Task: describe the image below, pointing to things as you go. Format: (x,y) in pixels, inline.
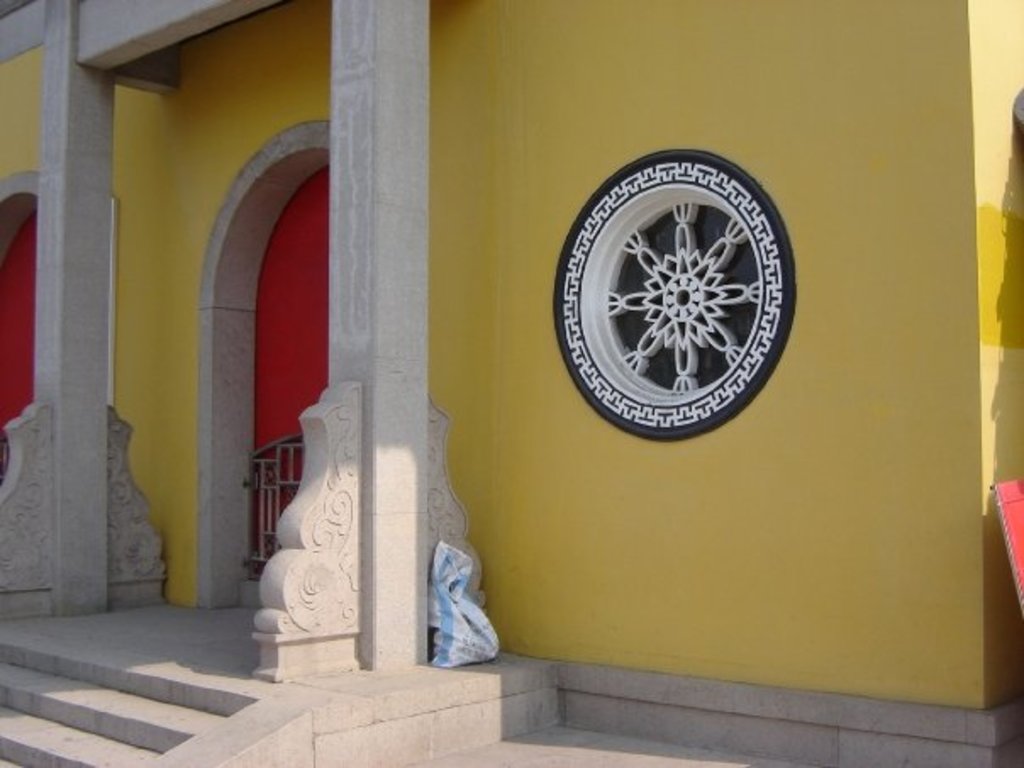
In this image we can see one building (306,103), one big yellow wall (510,378) with flower design (643,395), one small gate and two red color doors (289,346). There are some objects (456,624) on the surface (103,736).
